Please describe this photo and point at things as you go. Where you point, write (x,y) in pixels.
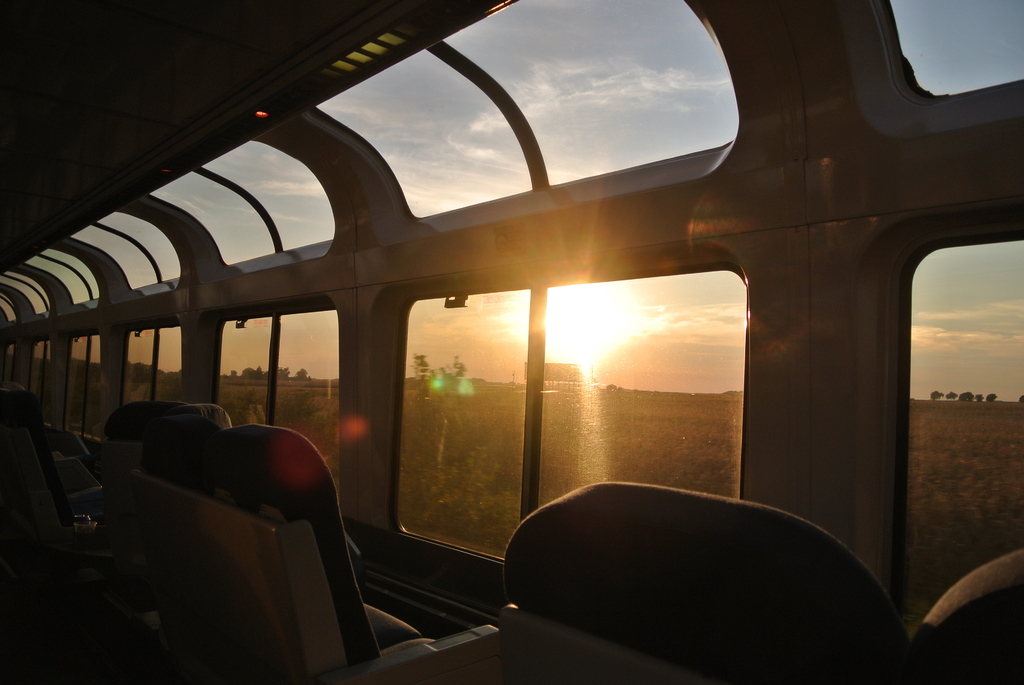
In this image I see the inside view of a public transport (319,449) and I see the seats (108,486) and the windows (40,358) and through the windows (556,377) I see the sky (674,339), sun (552,336) over here and I see few trees (285,368) and the land (443,418).
